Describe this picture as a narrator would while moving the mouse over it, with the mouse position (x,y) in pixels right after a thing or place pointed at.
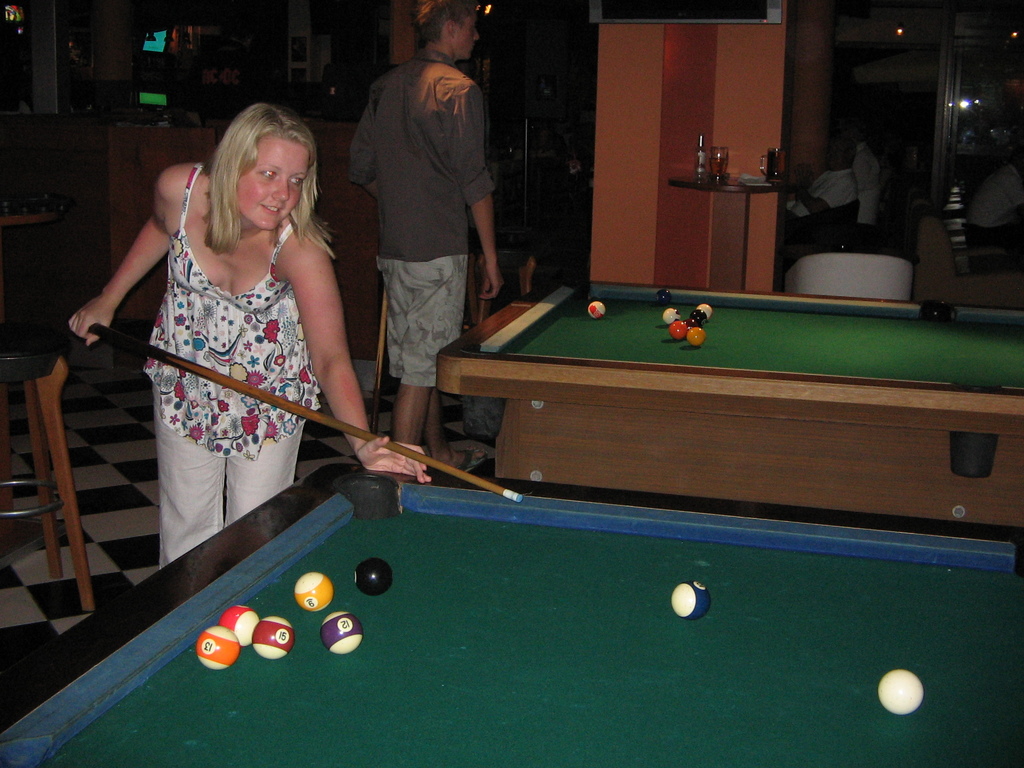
In this picture, we see woman (238,340) in white dress (232,353) is playing snooker pool game. Beside her, we see man (453,135) in grey t-shirt (437,193) is walking. On the right corner of the picture (855,151), we see two men (843,184) sitting on chair (840,206). Beside that, we see a glass door (940,160) and on left corner of the picture (37,386), we see a table (57,203) and stool (60,378).
